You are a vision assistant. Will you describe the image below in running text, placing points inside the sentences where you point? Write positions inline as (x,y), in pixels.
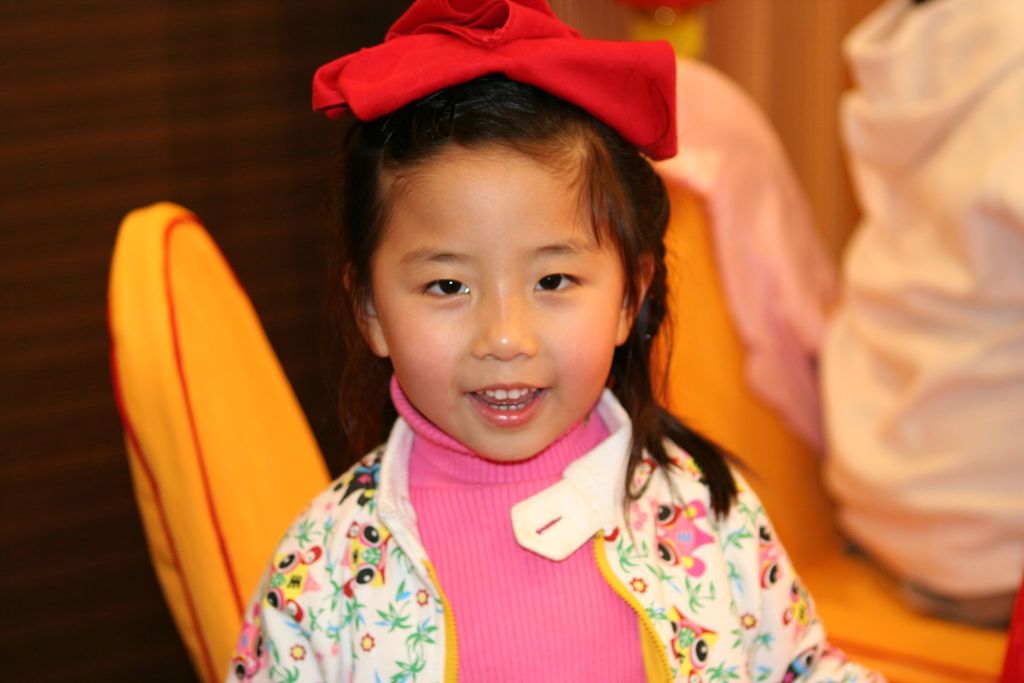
In this given image, We can see a two chairs (687,259) on the left (267,390) and right, We can see the person (922,302) sitting in chair (668,269) and in the middle (499,439), We can see a girl (584,290) standing and a red colored cloth (438,62) kept in her head (482,100).
